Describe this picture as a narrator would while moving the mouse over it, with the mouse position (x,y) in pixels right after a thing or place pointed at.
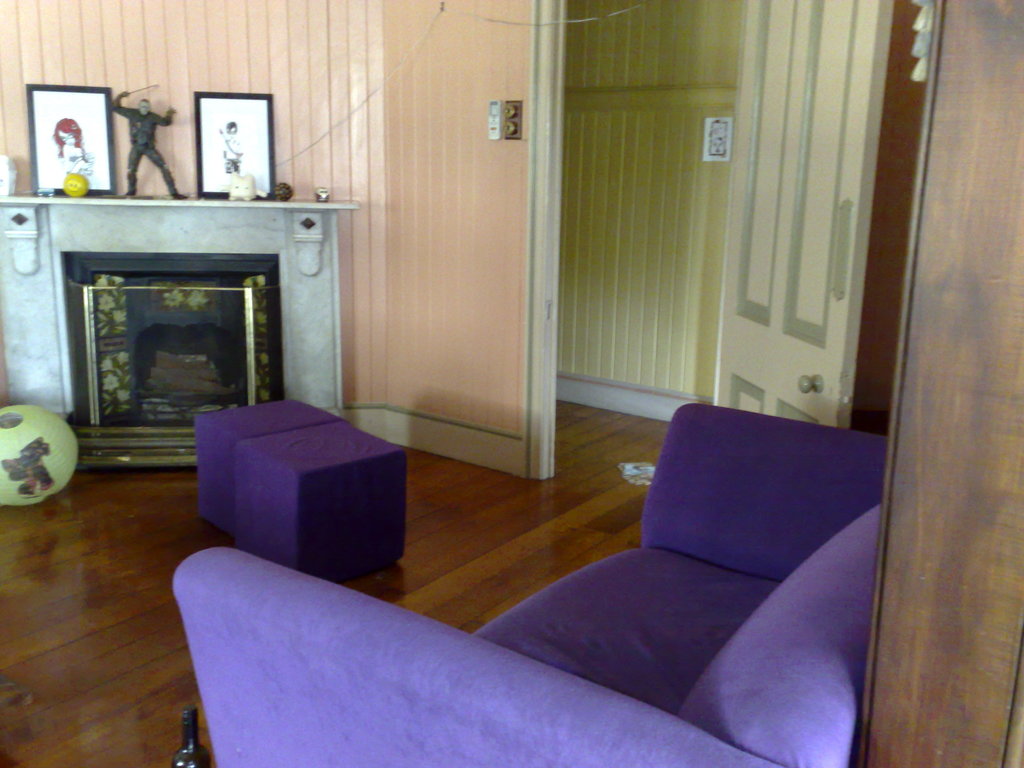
Here in this picture we can see a chair (735,418) at the bottom right (800,673) and besides that we can see a door (839,199) and at the left side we can see photo frames (92,161) and there is a doll (145,112) behind that and here we can see a ball (18,453).
